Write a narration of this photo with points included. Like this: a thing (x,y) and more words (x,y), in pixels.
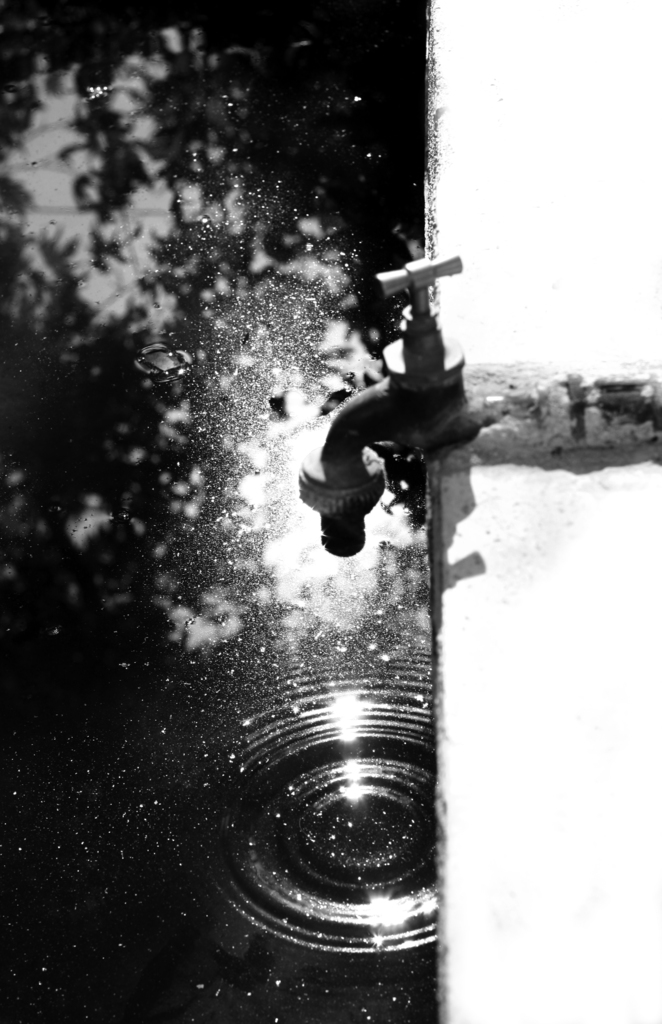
This is a black and white picture, in this image we can see a tap (405,371) and some water (288,159) in the tub (147,768).
